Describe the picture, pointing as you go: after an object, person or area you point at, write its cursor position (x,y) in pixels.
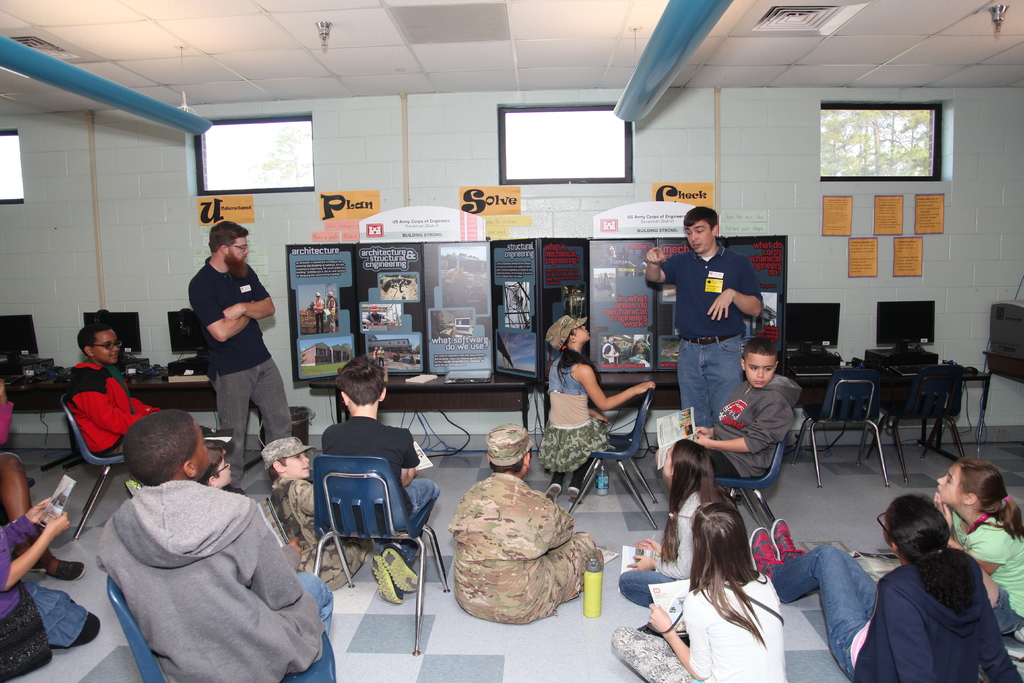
In this image I can see group of people (164,425) some are standing and some are sitting, in front the person (107,395) is wearing red color jacket (106,395). Background (407,357) I can see few boards (435,268) in black color and something written on it and I can also see a person (495,526) wearing military uniform (501,511). I can see few windows (503,162) and the wall (394,128) is in white color.
